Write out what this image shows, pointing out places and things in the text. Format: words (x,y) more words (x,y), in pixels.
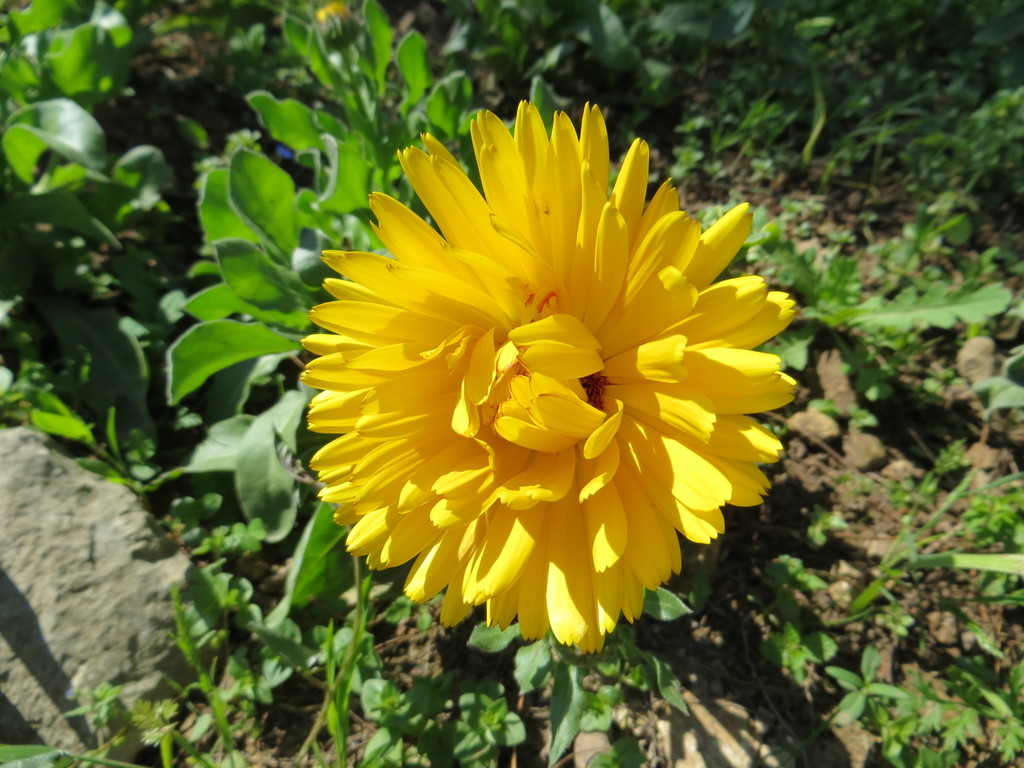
In this image I see a flower (490,329) which is of yellow in color and I see number of plants (238,159) and I see the mud (306,708) and I see the stone (110,593) over here.
